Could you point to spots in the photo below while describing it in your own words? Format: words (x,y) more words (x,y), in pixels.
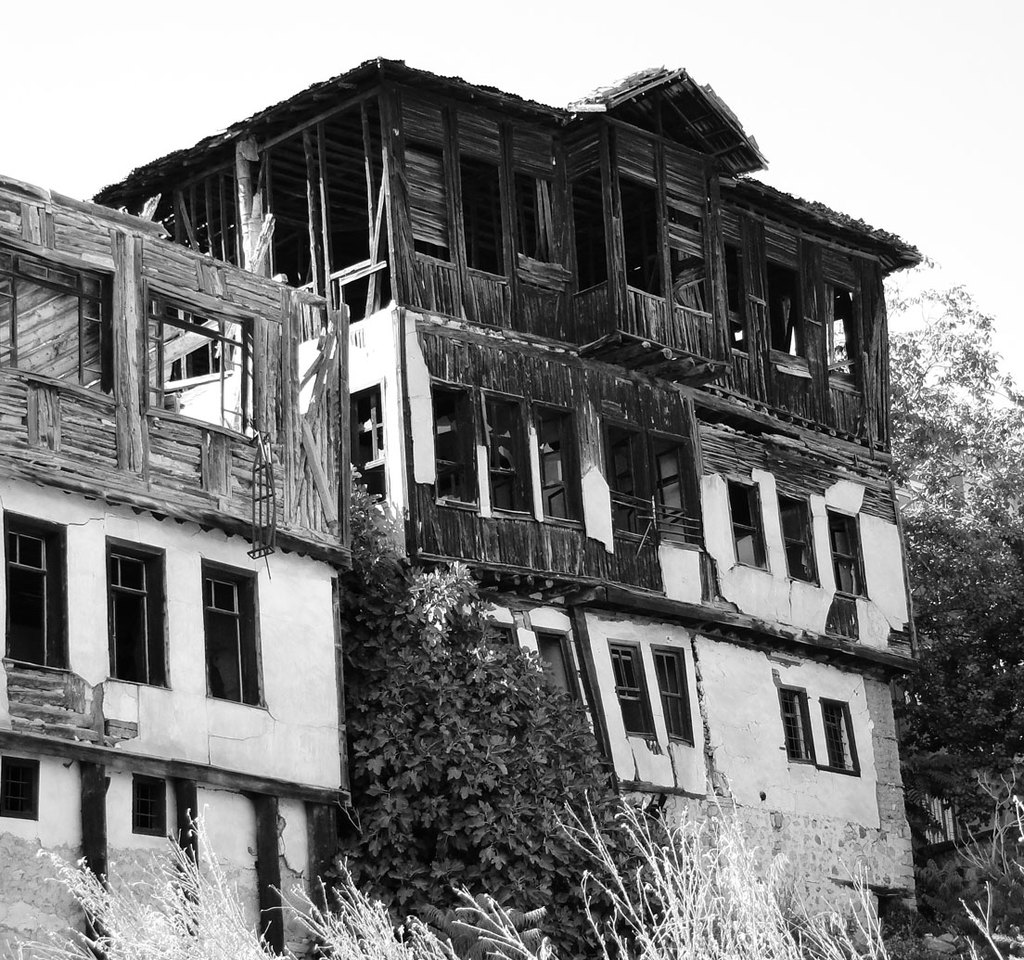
It is a black and white image, there are two buildings (298,692). They are partially constructed with wood (129,217) and in between those buildings (430,303) there are few trees (927,787) and in the front (177,884) there is a grass (693,901).
